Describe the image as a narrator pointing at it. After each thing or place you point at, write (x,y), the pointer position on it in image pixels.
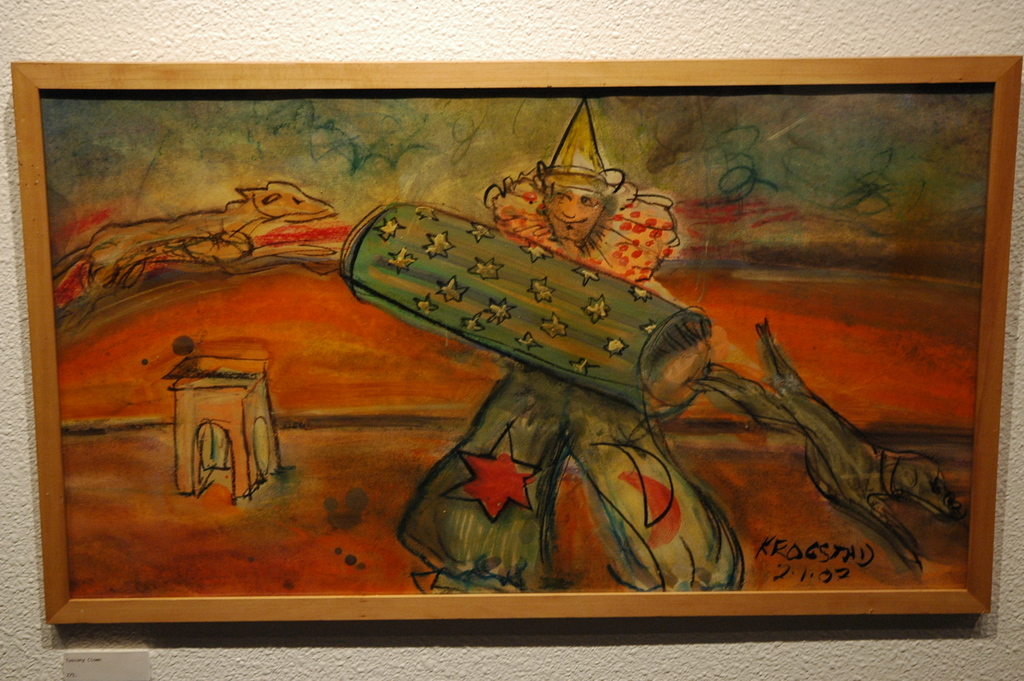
Here in this picture we can see a painting (725,129), which is present on the wall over there and in that we can see a joker (664,529) holding something (460,302) over there.
